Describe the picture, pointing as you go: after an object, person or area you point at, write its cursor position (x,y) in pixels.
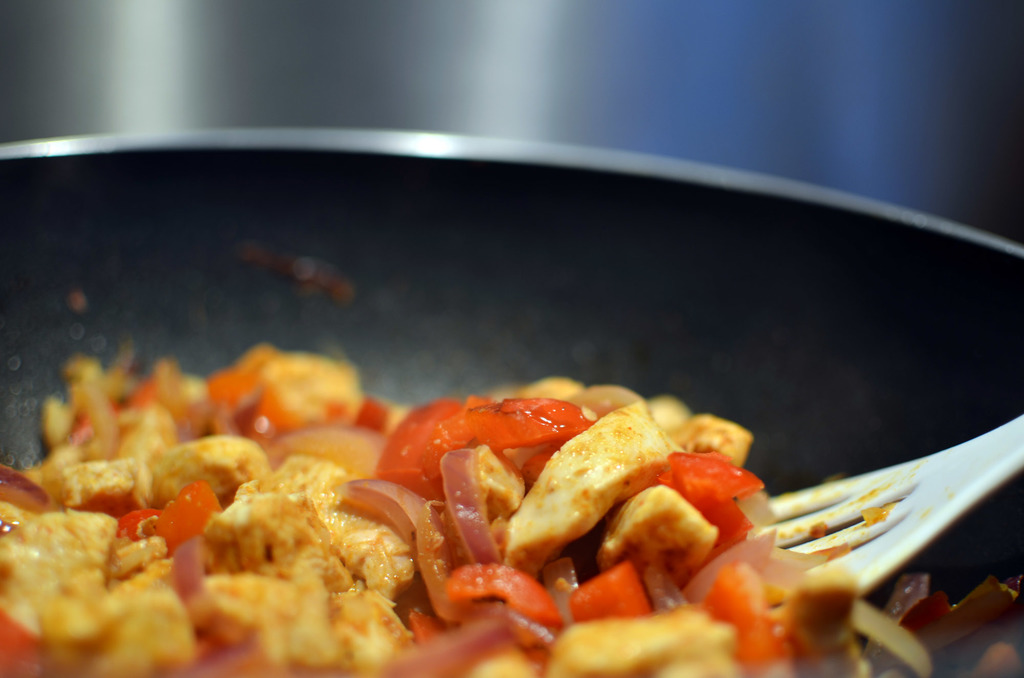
In this image I can see a black colored pan (624,299) and in the pan (624,299) I can see a food item (435,444) which is yellow, red and cream in color and the white colored spoon (835,512). I can see the blurry background (802,84).
